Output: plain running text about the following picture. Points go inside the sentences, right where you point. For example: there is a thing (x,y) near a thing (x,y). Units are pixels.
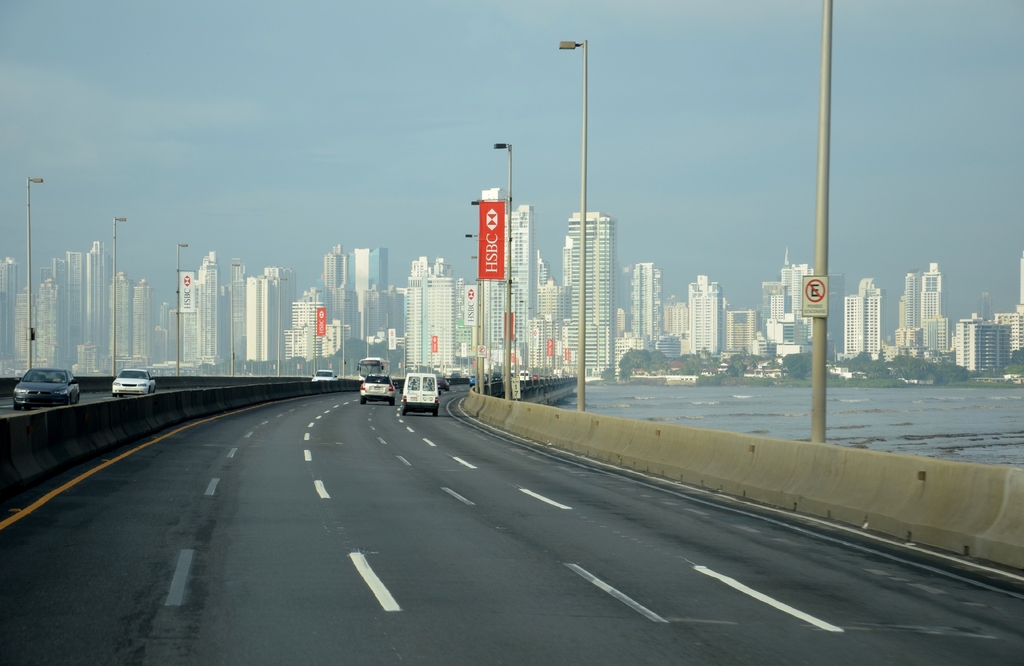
In this picture there is a road (279,489) with dividers (56,461) and vehicles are moving. There are street lights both the sides and having hsbc boards (487,254). There is a river (886,394) on the right side (899,405). In the background (397,328) there are tall buildings (789,312) and trees (882,368).
